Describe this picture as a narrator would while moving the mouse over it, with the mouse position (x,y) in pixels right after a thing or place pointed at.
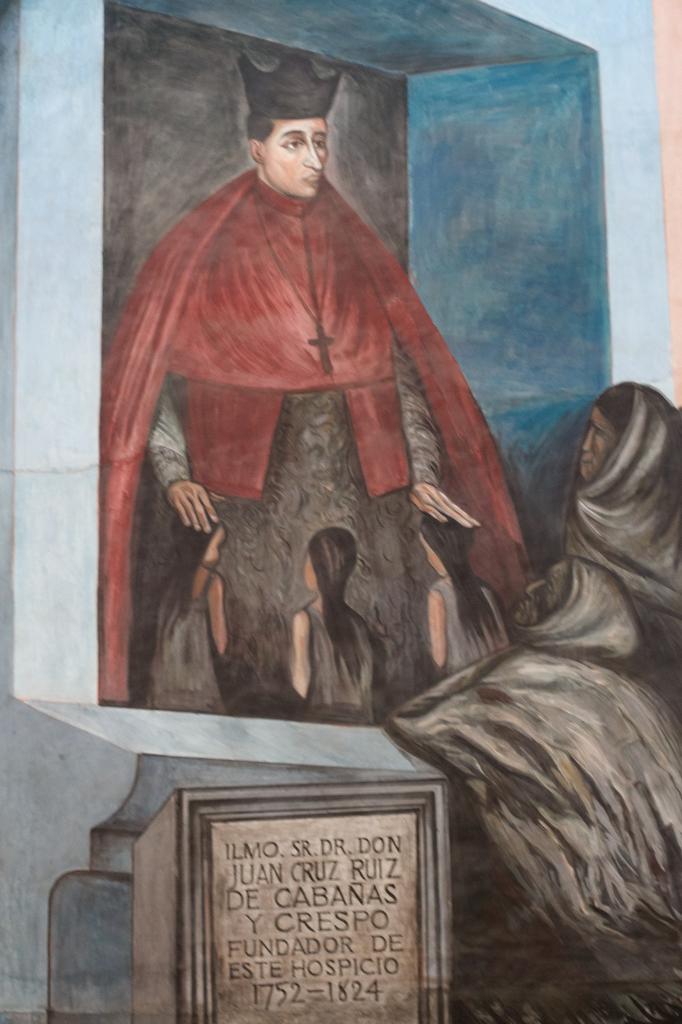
In this image, we can see a painting (309,412). Here we can see a person (335,465) is standing. On the right side of the image (641,781), we can see two people (599,568). At the bottom of the image (328,1000), we can see some text (348,916) on the object (265,898).
